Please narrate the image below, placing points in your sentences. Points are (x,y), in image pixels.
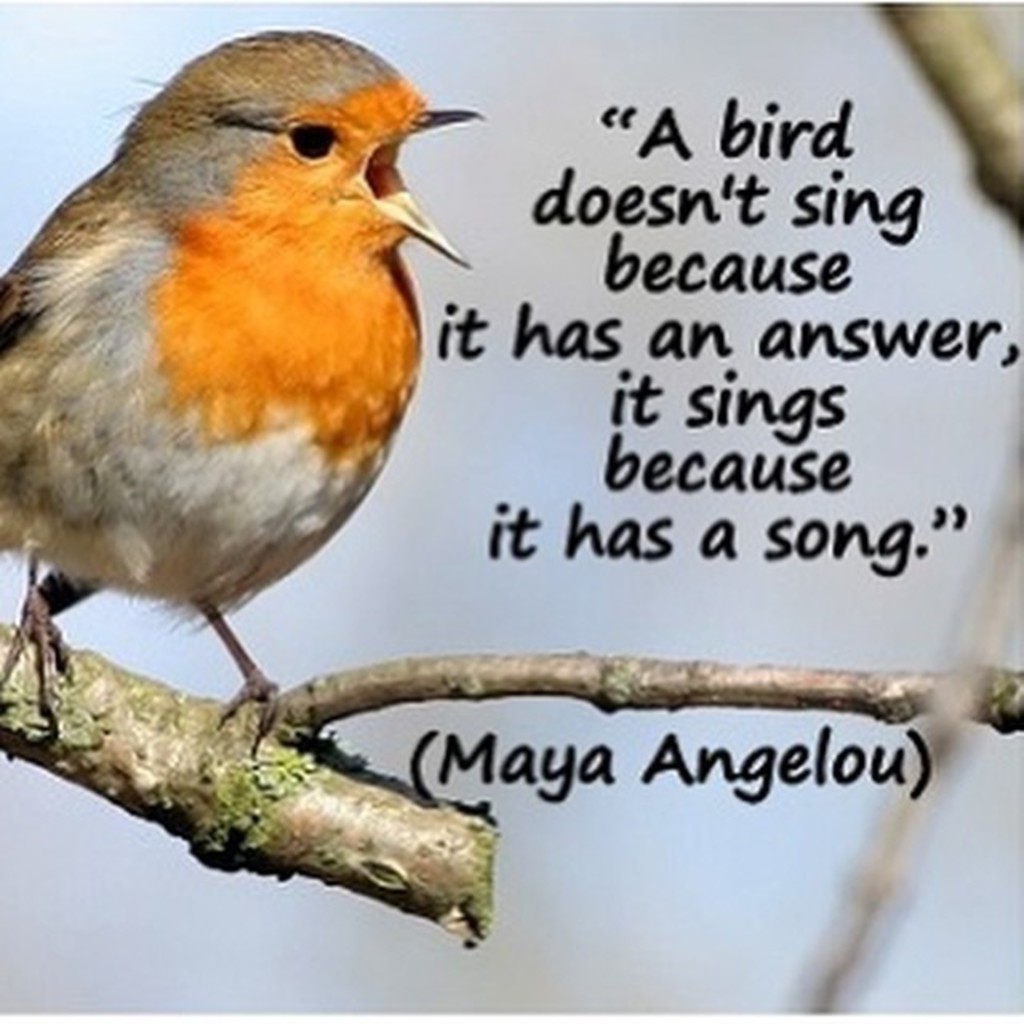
On the left of this picture (289,404) we can see a bird (271,236) standing on a branch (303,715) of a tree (592,658). On the right (735,289) we can see the text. In the background (876,150) we can see the sky (532,148) and some other objects (1020,180).
